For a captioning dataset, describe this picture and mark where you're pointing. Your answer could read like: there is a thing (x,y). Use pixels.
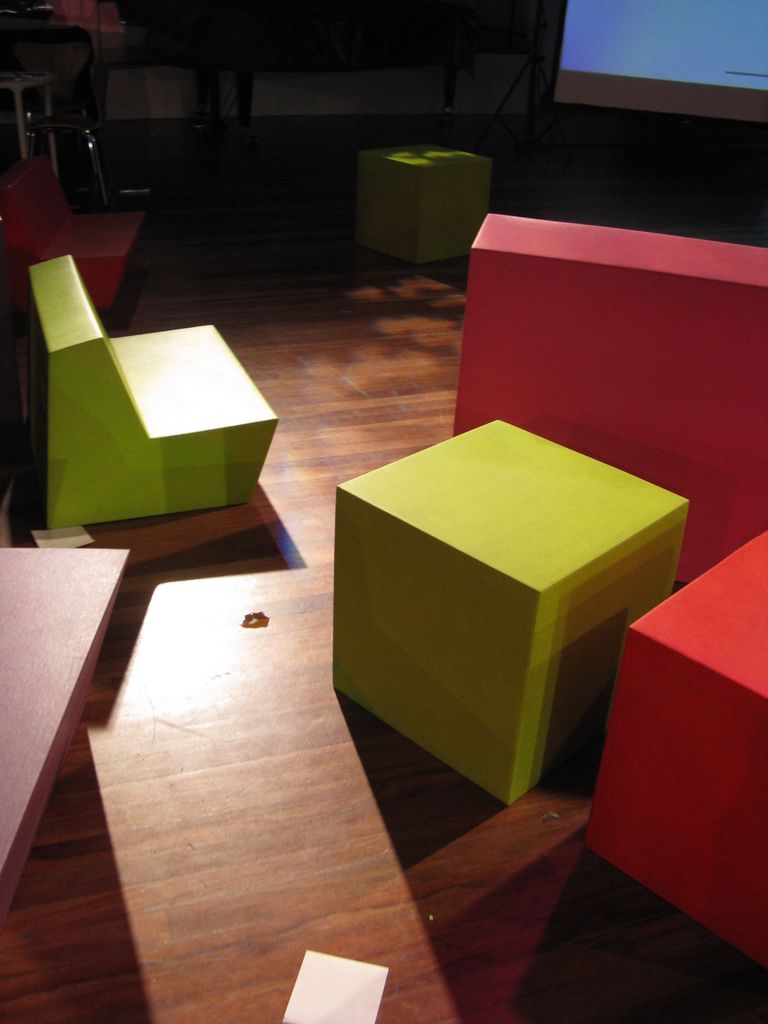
Here we can see wooden blocks (464,674), objects (97,156) and a screen (765,93) on the floor (352,362) and the objects (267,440) are not clear enough to describe.
